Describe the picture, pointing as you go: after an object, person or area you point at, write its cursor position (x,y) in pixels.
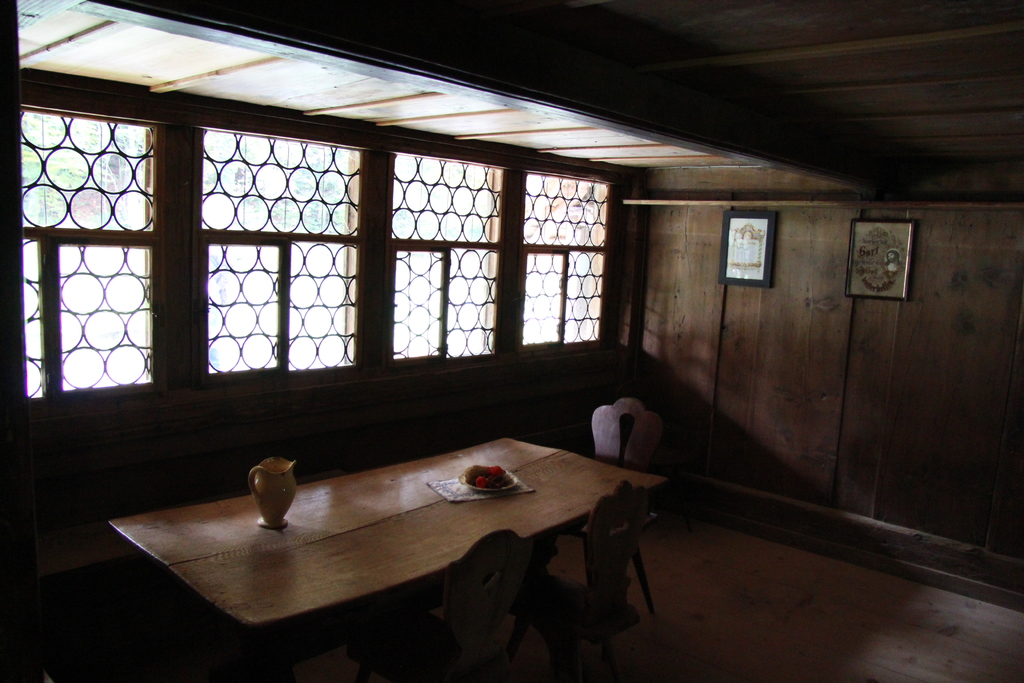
In this picture, we see a table (419,494) on which jug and a bowl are placed. Beside that, we see chairs (520,542). On the right side (921,392), we see a wooden wall (827,356) on which photo frames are placed. On the left side (109,194), we see windows (403,187) from which we can see trees (54,206).
